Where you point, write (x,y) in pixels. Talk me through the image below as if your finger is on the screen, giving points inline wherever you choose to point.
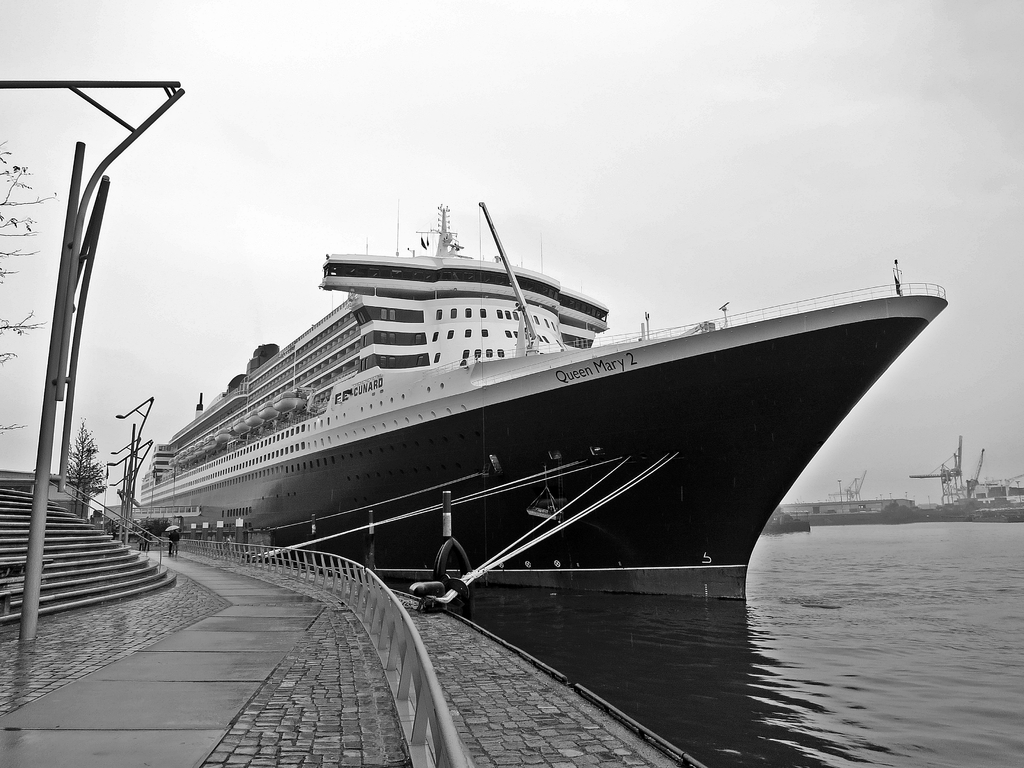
This is a black and white image. I can see a ship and the boats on the water (749,646). On the left side of the image (90,454), I can see a person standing on the pathway (123,628), poles (125,501), stairs (72,526) and a tree (85,494). In the background (306,162), there is the sky (582,166).
